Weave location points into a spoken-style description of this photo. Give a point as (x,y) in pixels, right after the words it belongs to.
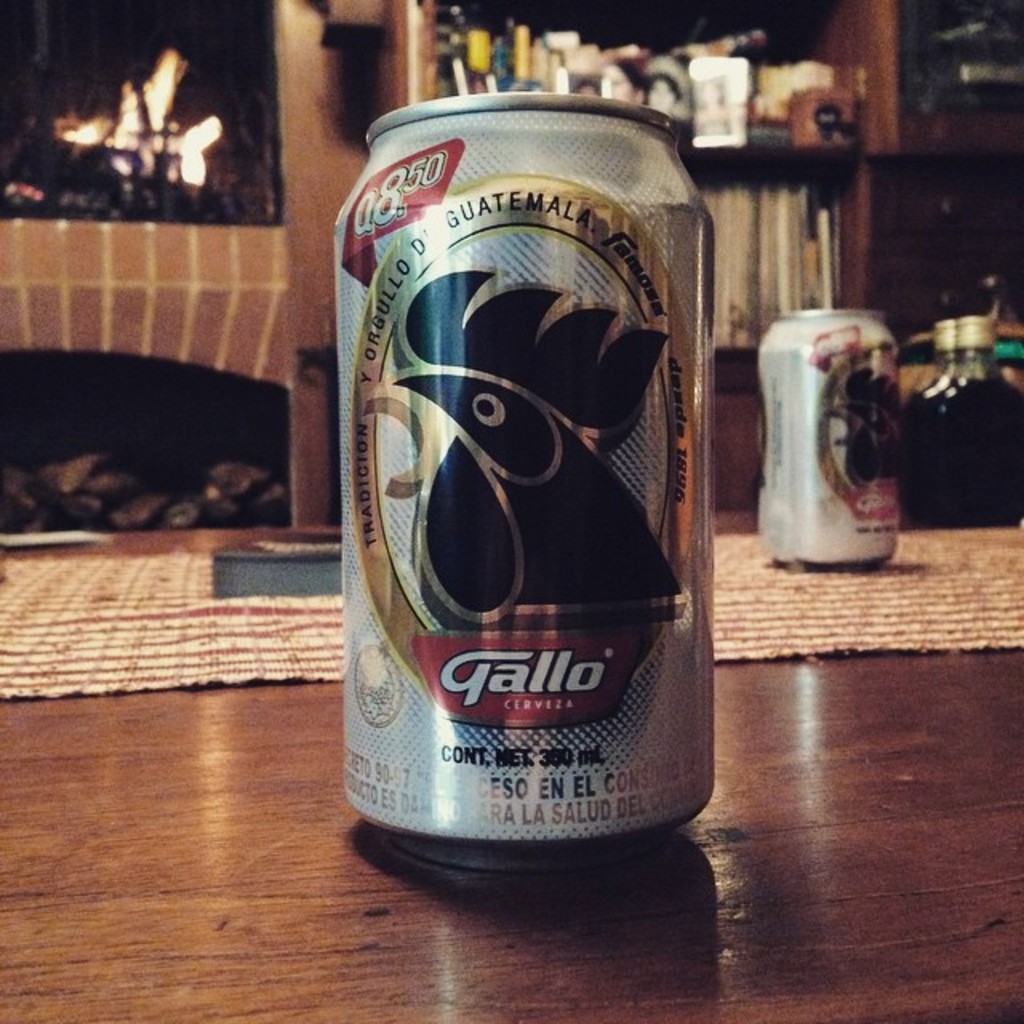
This image consists of a tin (485,490) kept on the table (447,926). At the bottom (380,892), there is a table (519,957) made up of wood (366,954). In the background (185,197), there is a fireplace (238,170). To the right (782,176), there is a rack (603,18) in which books (793,229) are kept.
